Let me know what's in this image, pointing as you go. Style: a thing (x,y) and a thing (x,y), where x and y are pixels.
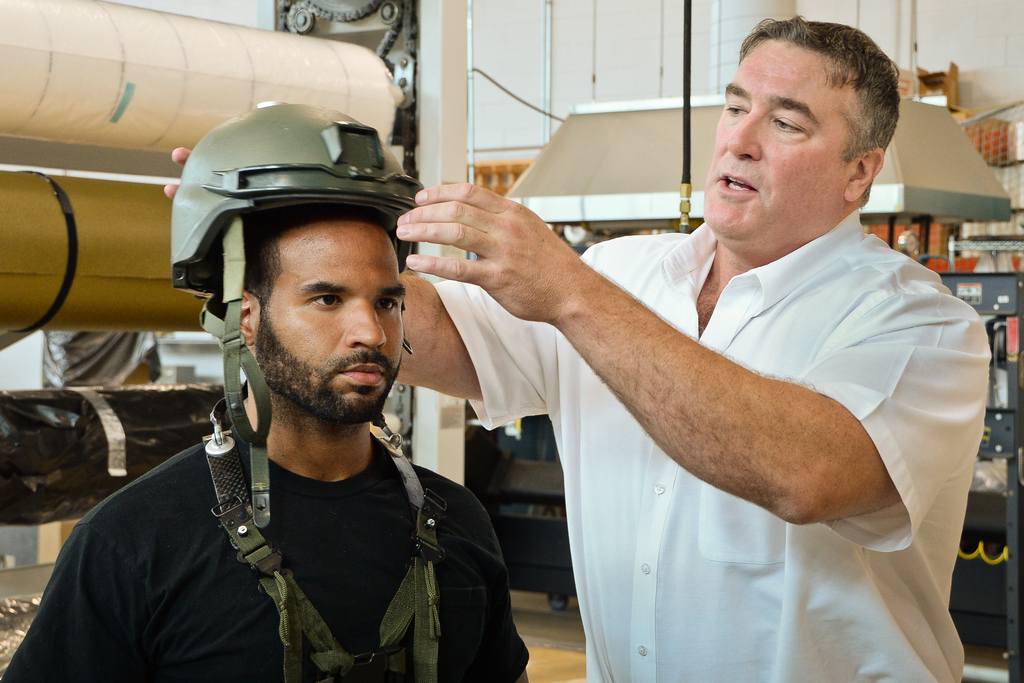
In this image in the front (485,346) there are persons (409,468). On the left side (230,557) there is a person (226,565) wearing a green colour helmet (252,201). In the background (170,109) there are objects (208,111) which are black and white in colour and there is a wall (977,10) and there is a chain (355,19).
